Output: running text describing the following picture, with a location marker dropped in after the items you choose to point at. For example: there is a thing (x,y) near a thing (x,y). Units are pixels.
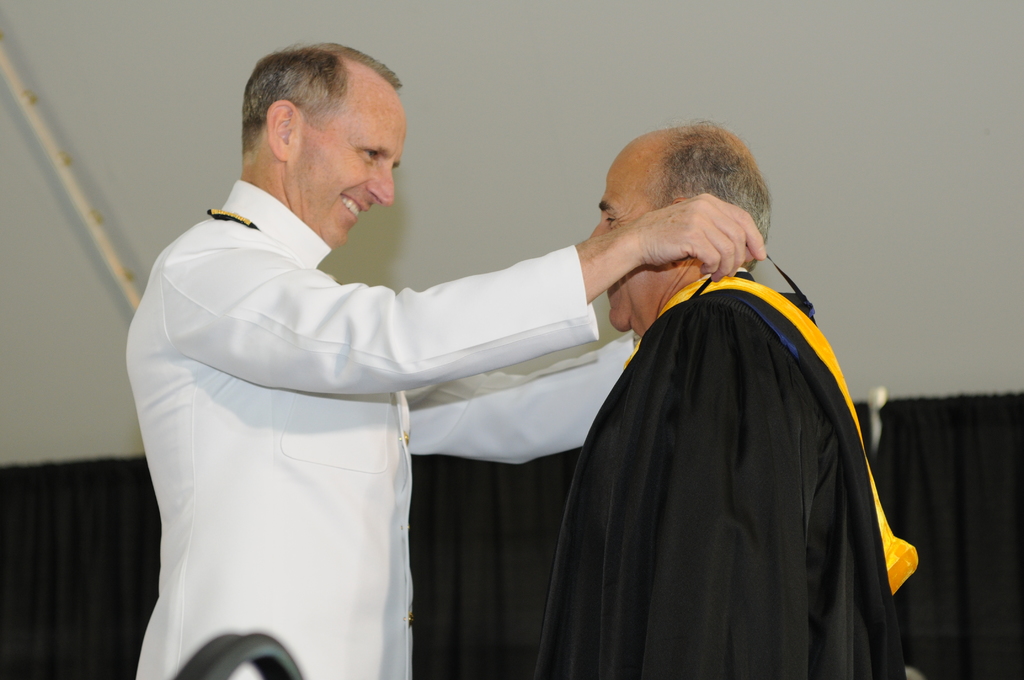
There are two men (295,414) standing and smiling. These are the curtains (963,452), which are hanging to the hanger (873,402). This is the wall (804,87).
